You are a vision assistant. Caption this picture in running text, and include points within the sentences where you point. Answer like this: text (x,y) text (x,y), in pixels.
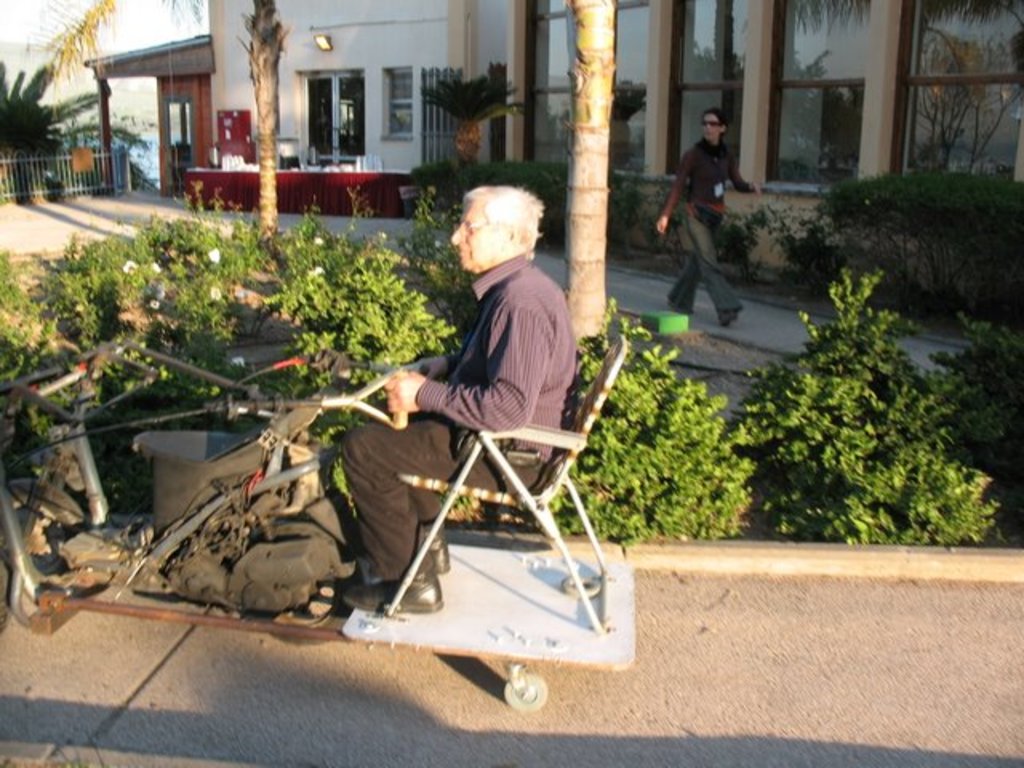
In this image, In the middle (446,450) there is a man (452,427) sitting on a chair (568,553) which is in white color, There are some green color plants (875,449), In the background (698,223) there is a person (693,287) walking, There are some glass windows (781,116) which are in black color, In the left side (280,105) there is a white color wall (445,37), There are some trees (42,81) which are in green color.
